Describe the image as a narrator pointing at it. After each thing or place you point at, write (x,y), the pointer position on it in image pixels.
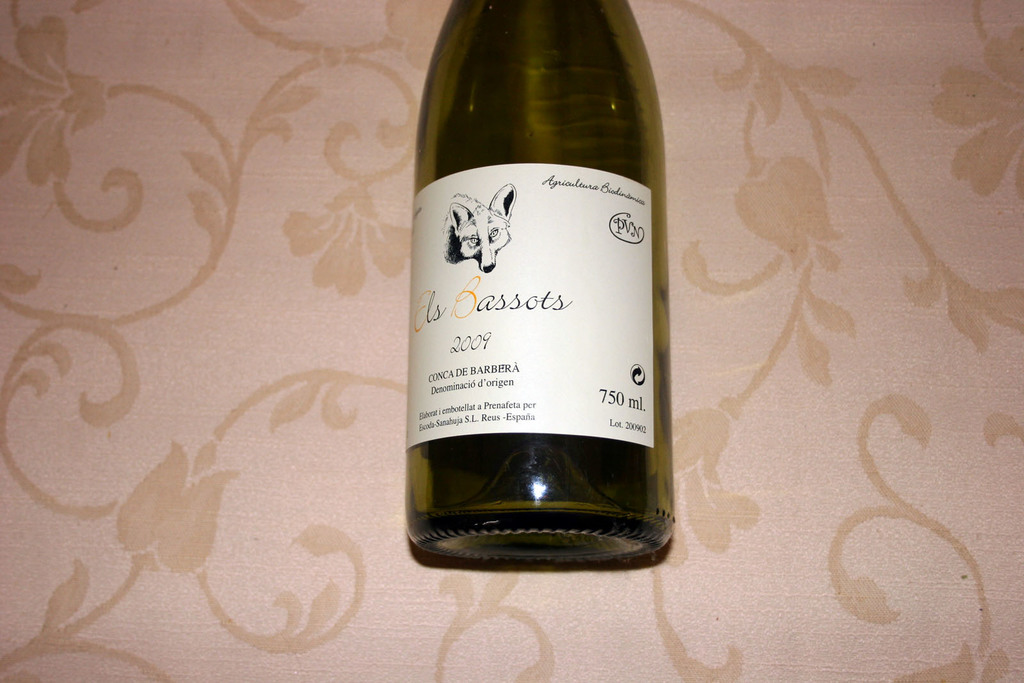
In the center of the image (578,233) there is a bottle (486,363) placed on the table (456,665).
